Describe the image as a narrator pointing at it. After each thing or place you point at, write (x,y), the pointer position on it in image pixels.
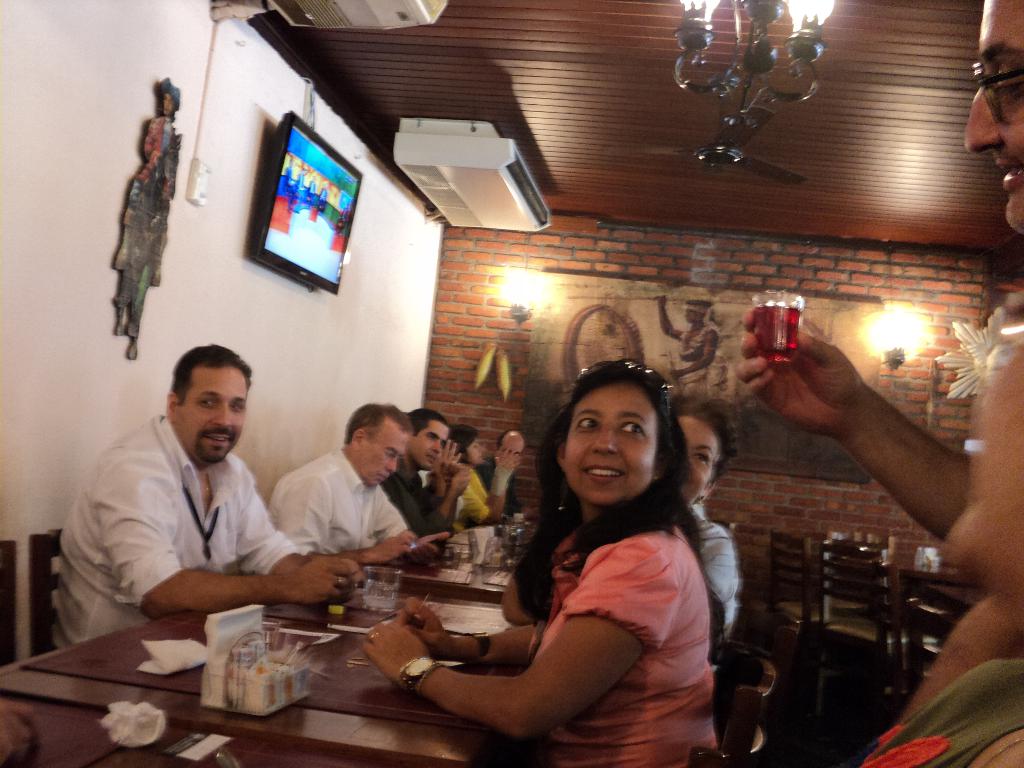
This image is taken inside the room (255,606). In this image there are few people (373,416). In the right side of the image (1002,4) a man (1014,20) is standing and holding a glass (761,305) with wine (775,346) in his hand (761,353). At the background (736,388) there is a wall (200,232) and on top of that there is a television (264,248), lamps (514,322) and a frame (758,403) were there. At the top of the image (886,157) there is a roof (891,204) and a chandelier (800,57) is hanged. At the bottom of the image (443,752) there is a table (413,764) and there were few things (306,657) on it.
